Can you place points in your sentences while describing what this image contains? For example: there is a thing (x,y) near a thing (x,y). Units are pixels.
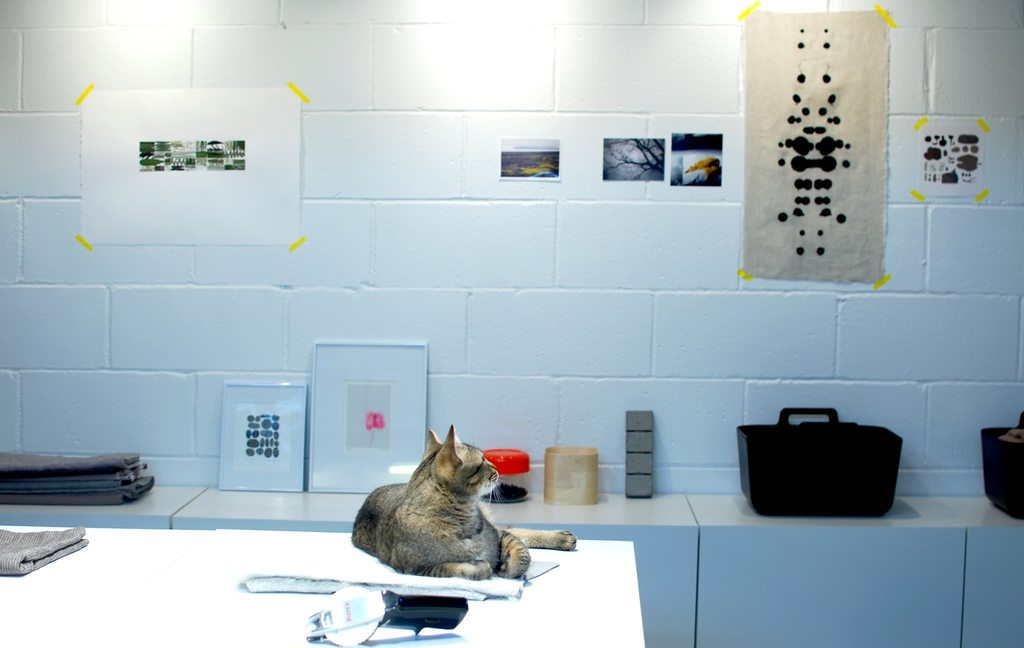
In this image I can see a cat (424,462) sit on table (234,549), on the table (242,545) I can see a white color cloth (283,587) and at the top (888,182) I can see the wall (889,221) and there are photo frames (792,185) attached to the wall (462,393). And In front of the wall (449,394) I can see a black color container (742,432) and red color box (500,464) and photo frames (352,458) kept on the table (224,500).
